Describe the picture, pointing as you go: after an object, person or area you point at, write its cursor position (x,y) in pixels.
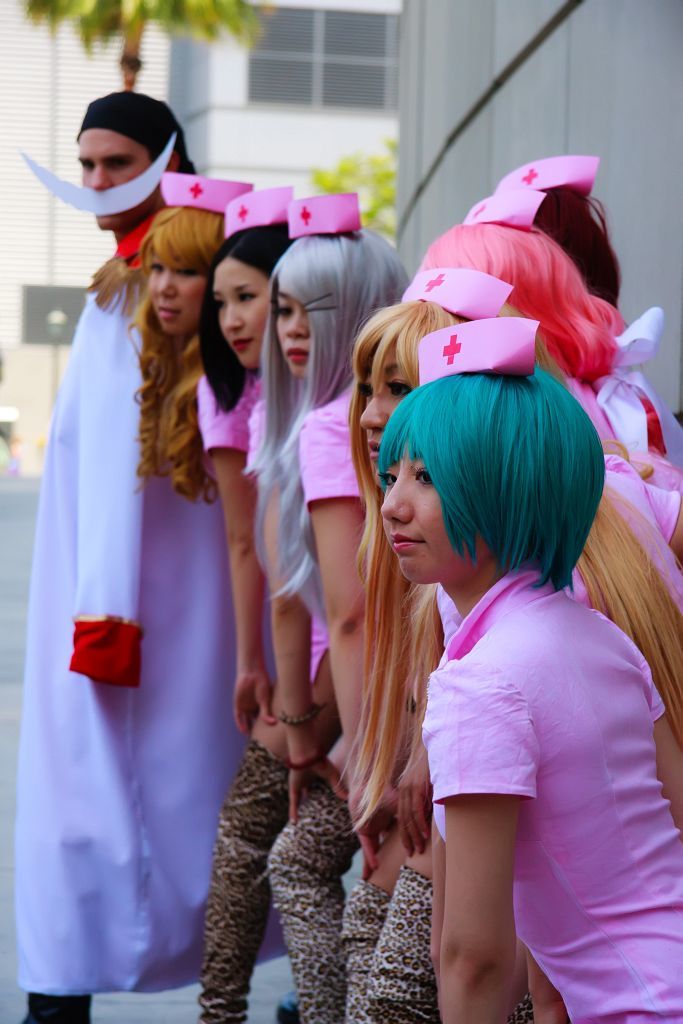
There are people (387,763) wore caps (468,288) and we can see wall (476,152). In the background (396,162) we can see wall (54,103), window (279,56), board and trees (225,8).
